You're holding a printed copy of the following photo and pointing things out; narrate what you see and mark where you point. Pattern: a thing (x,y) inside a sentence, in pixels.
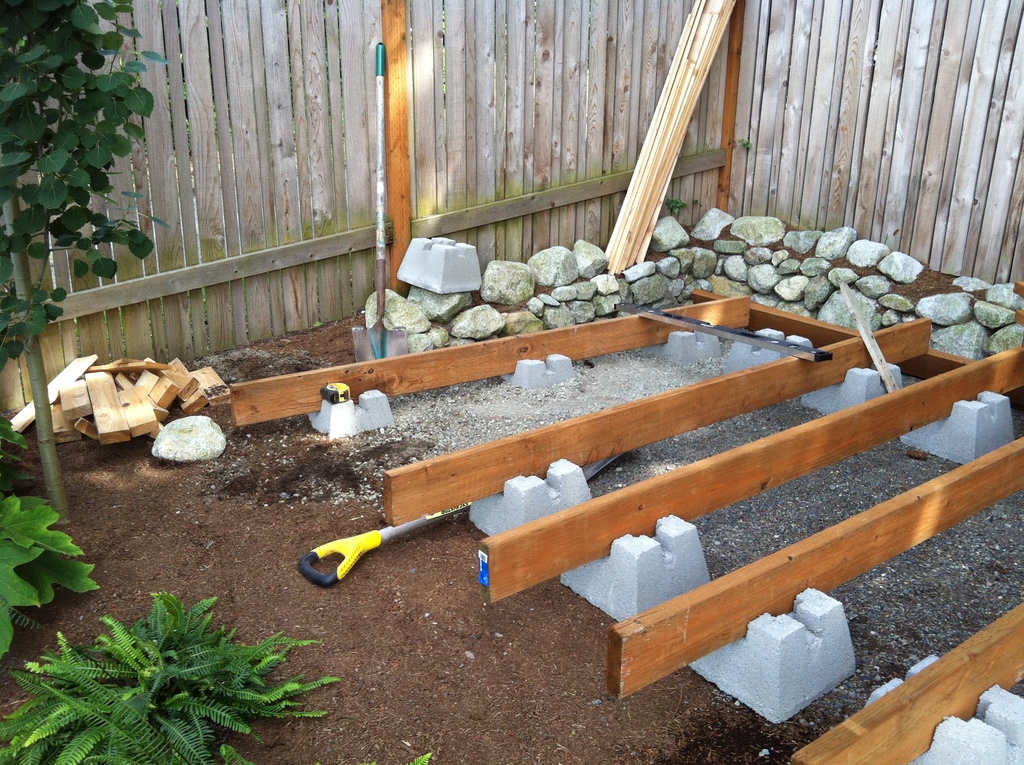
There are few rocks (886,290), wooden objects (716,474) and a fence wall (745,116) in the right corner (738,161) and there are few plants (80,133) in the left corner (138,691).
